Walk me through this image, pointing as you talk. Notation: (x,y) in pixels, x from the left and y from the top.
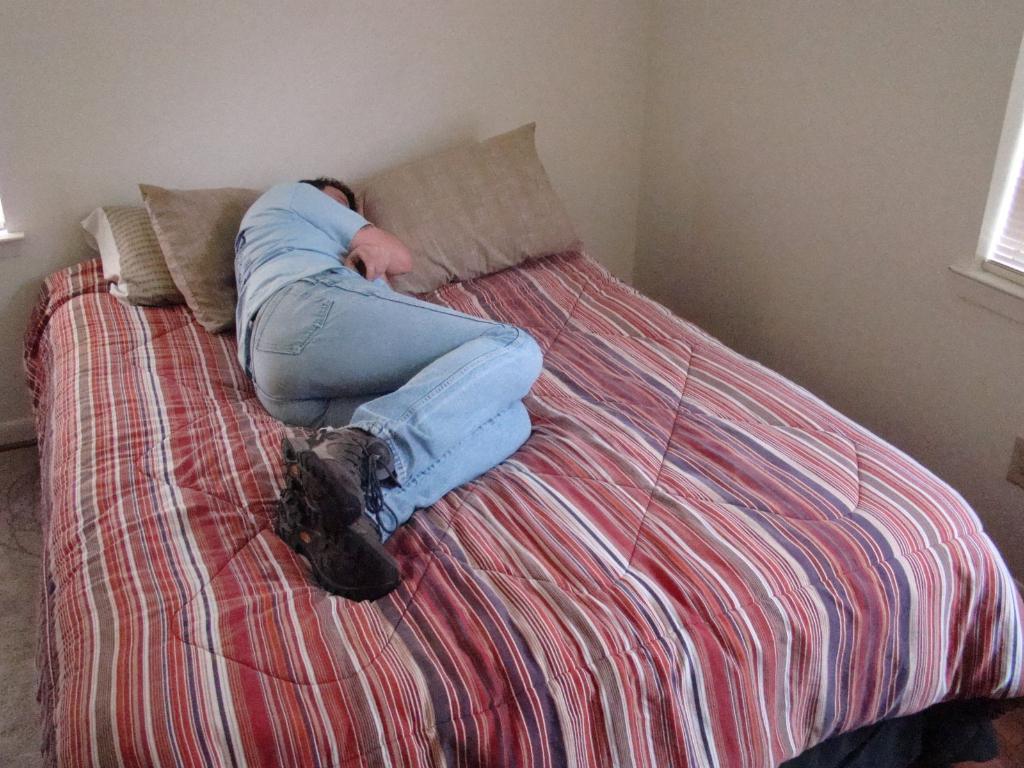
This is the man (341,371) sleeping on the bed (269,461). He wore a T-shirt (264,257), trouser (376,370) and shoes (330,437). These are the pillows (164,235). This is the wall (241,120). On the right side of the image (1003,203), I think this is a window (990,283).
